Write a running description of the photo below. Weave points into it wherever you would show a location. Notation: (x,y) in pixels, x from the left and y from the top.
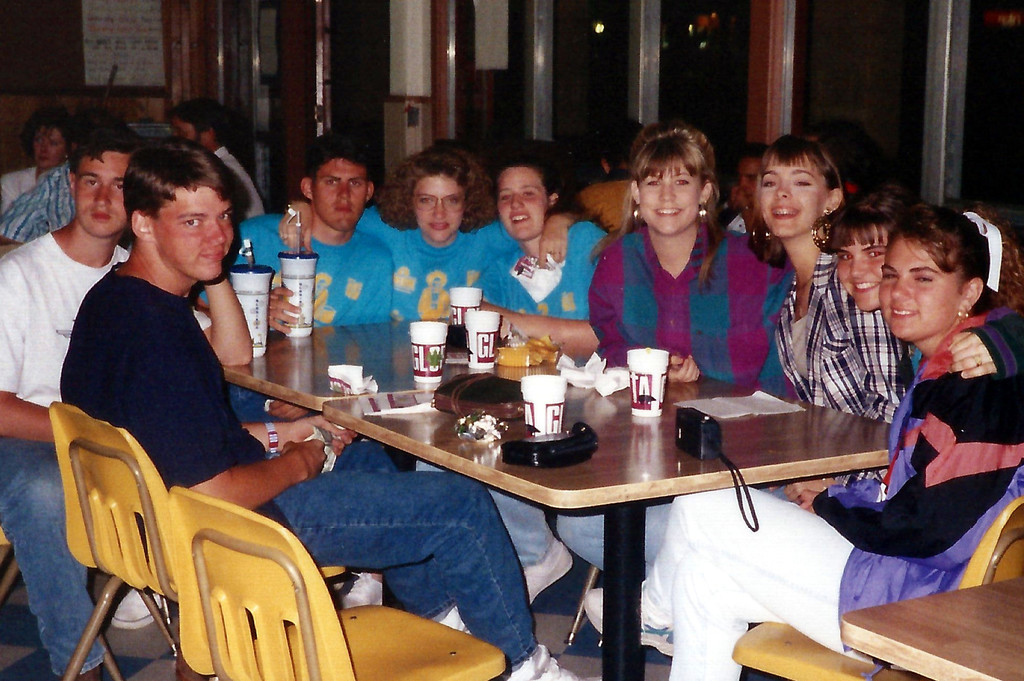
this picture is taken inside a restaurant (237,446). There are group of people (803,249) sitting on chairs (246,512) at the table (307,378). On the front table (395,367) there are cameras (710,422), glasses (429,371), bottles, papers (430,398), wallets (501,386) and wrappers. The people (201,267) at the front table (391,429) are smiling. In the background (766,133) there are pillars (647,56), lights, wall (186,57) and board (91,53) on the wall (65,48).
